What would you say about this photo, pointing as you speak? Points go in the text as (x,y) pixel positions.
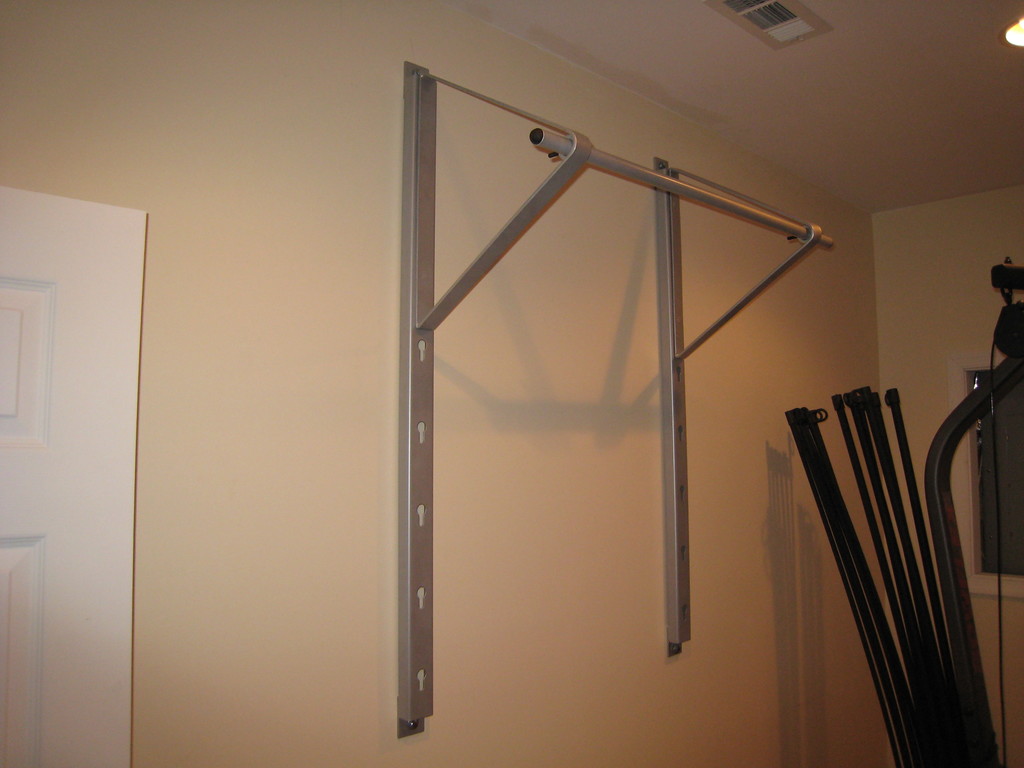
This is an inside view of a room (346,518). In the middle of the image (412,287) there are metal stands (420,258) attached to the wall (322,588). On the right side (911,554) there are some rods (871,459). On the left side (85,554) there is a door (100,418).
